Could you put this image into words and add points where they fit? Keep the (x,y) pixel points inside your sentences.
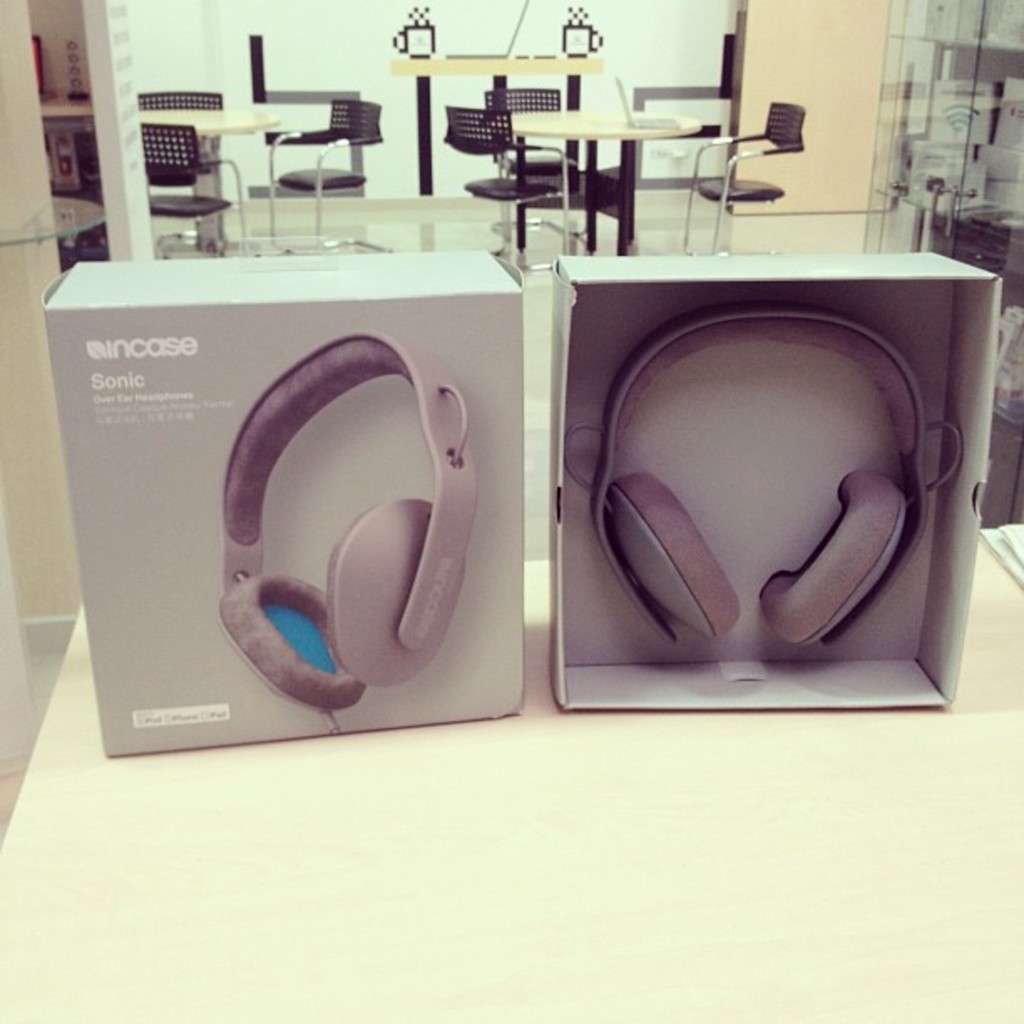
This picture contains a white table (863,740) on which box (772,691) containing headset (665,603) and an empty headset box (305,435) are placed. Behind that, there are many tables (220,181) and chairs (173,152). Beside that, we see a cream color wall (821,77). On the right corner of the picture (918,8), we see a glass door (940,202). This picture might be clicked in hotel (245,136).
